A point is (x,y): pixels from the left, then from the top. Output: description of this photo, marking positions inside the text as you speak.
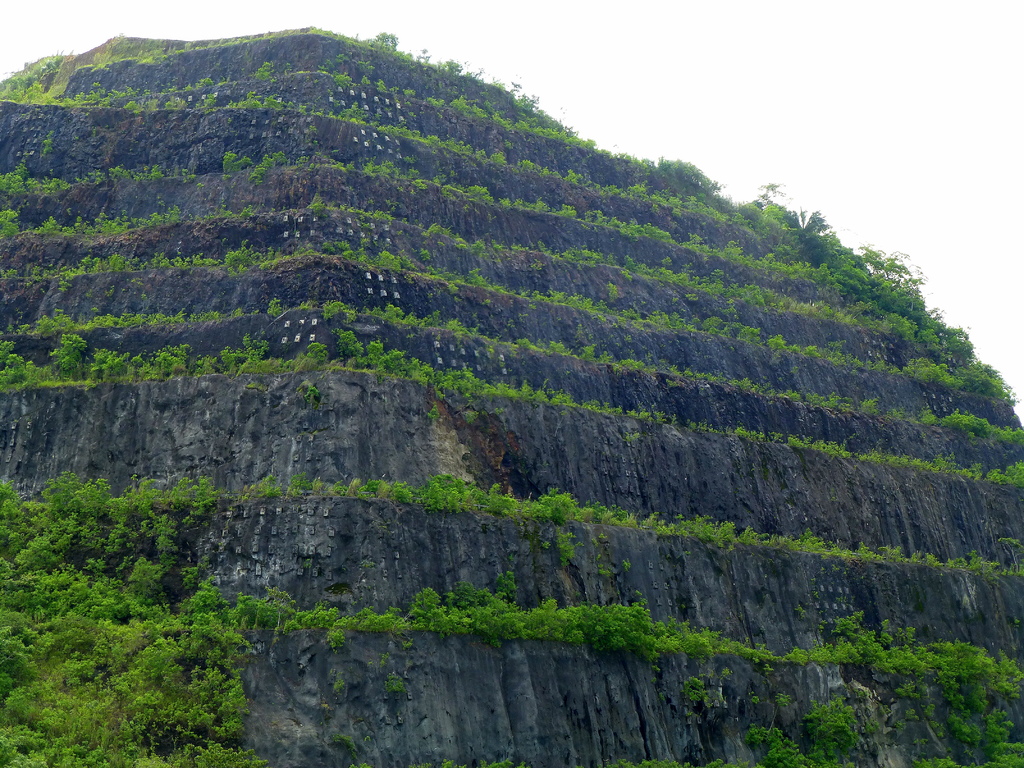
This is a picture of a mountain (345,391), on the mountain (806,594) there are plants (105,103) and grass (67,95). Sky (113,0) is cloudy.
